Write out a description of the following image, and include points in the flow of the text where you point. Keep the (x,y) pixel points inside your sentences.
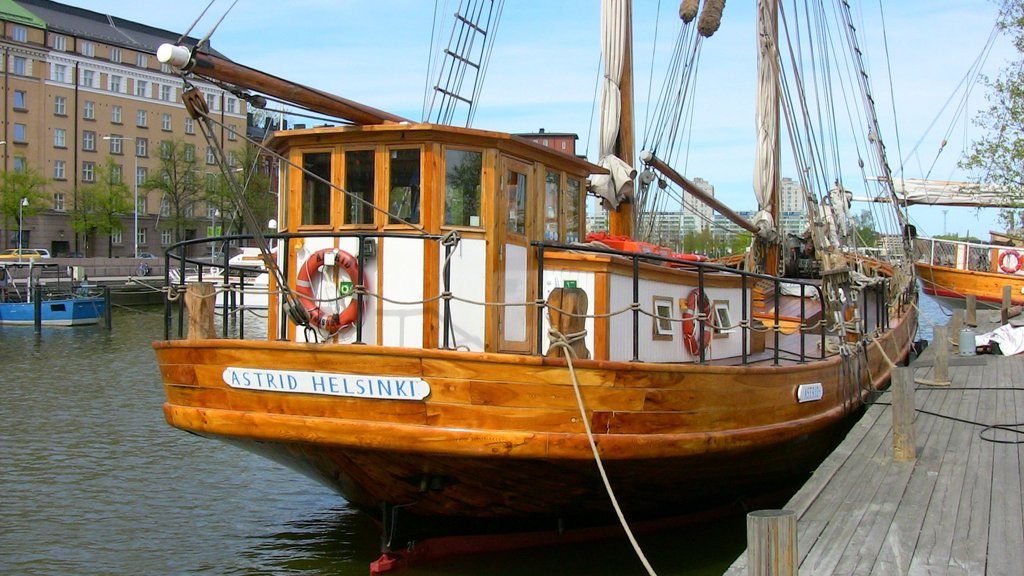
In the picture I can see a boat yard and boats (297,417) on the water (179,441). In the background (143,246) I can see buildings (204,247), trees (225,194), street lights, the sky (577,72) and some other objects (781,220).
